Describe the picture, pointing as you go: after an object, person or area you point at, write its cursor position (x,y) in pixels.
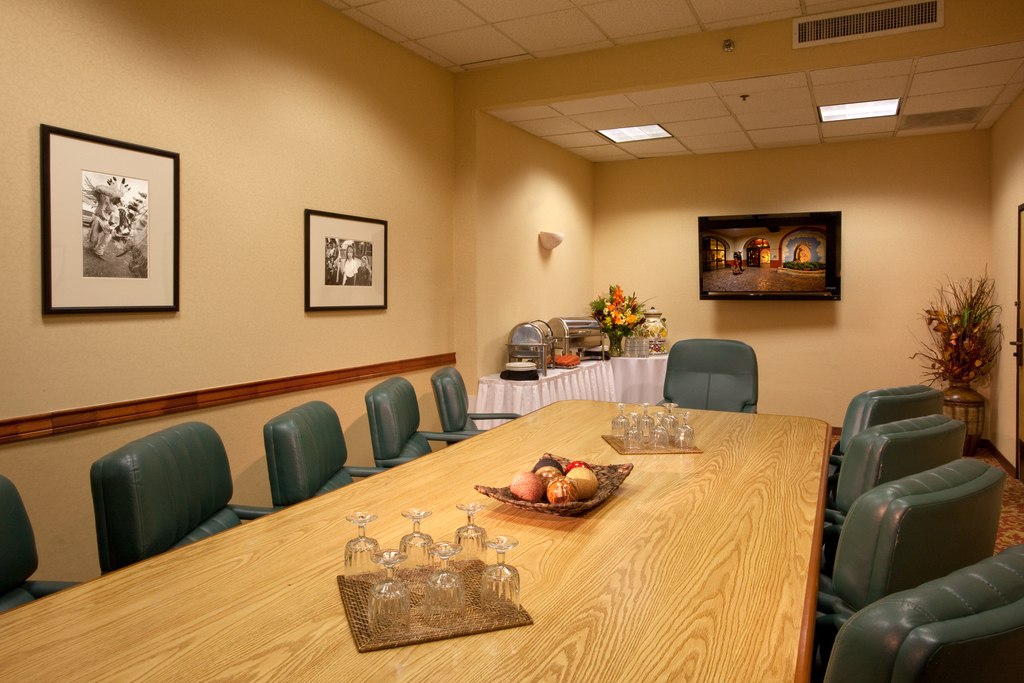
In this image i can see a table (697,539), chairs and glasses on the table (724,490). Paintings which are attached to the wall (504,338) and flower vase (614,342).
